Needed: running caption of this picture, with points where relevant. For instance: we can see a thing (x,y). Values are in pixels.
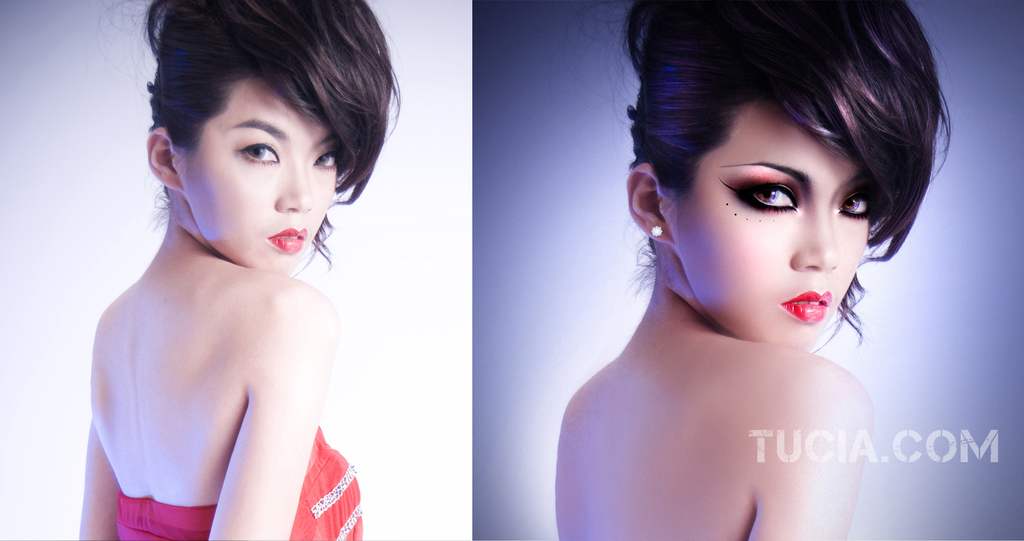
This is a collage picture of a woman (181,331).
